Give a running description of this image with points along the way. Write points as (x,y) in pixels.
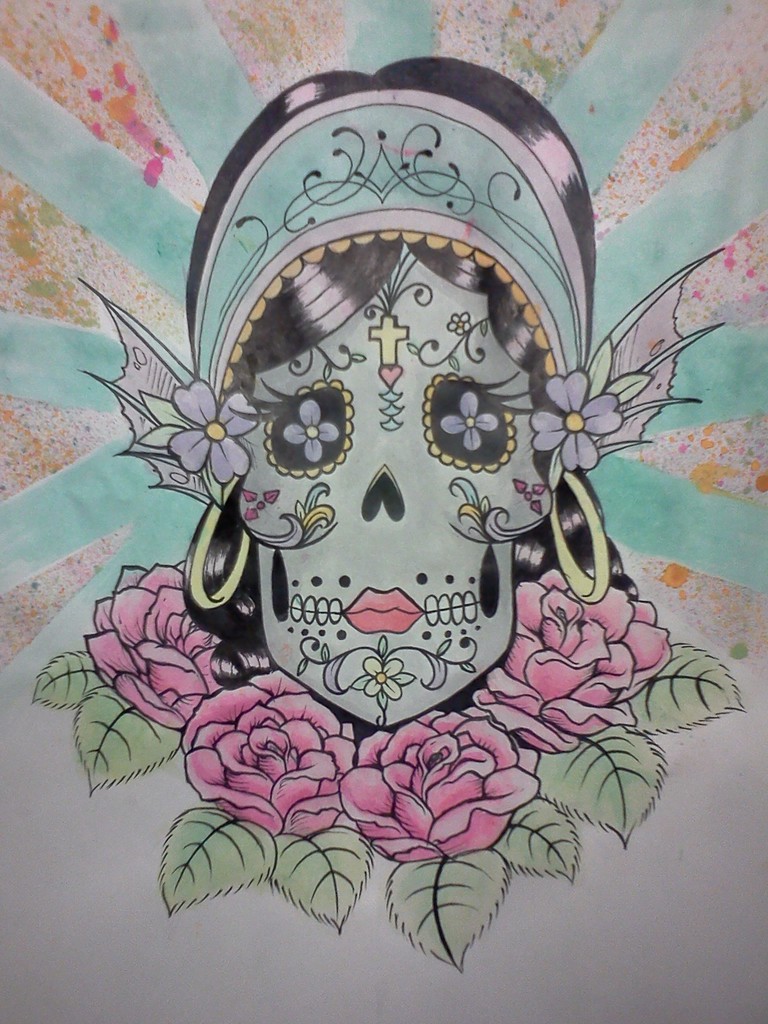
In this image I can see the poster (269,552) which is green, black, red and white in color. I can see a person's face (458,327) and few flowers (297,784).
